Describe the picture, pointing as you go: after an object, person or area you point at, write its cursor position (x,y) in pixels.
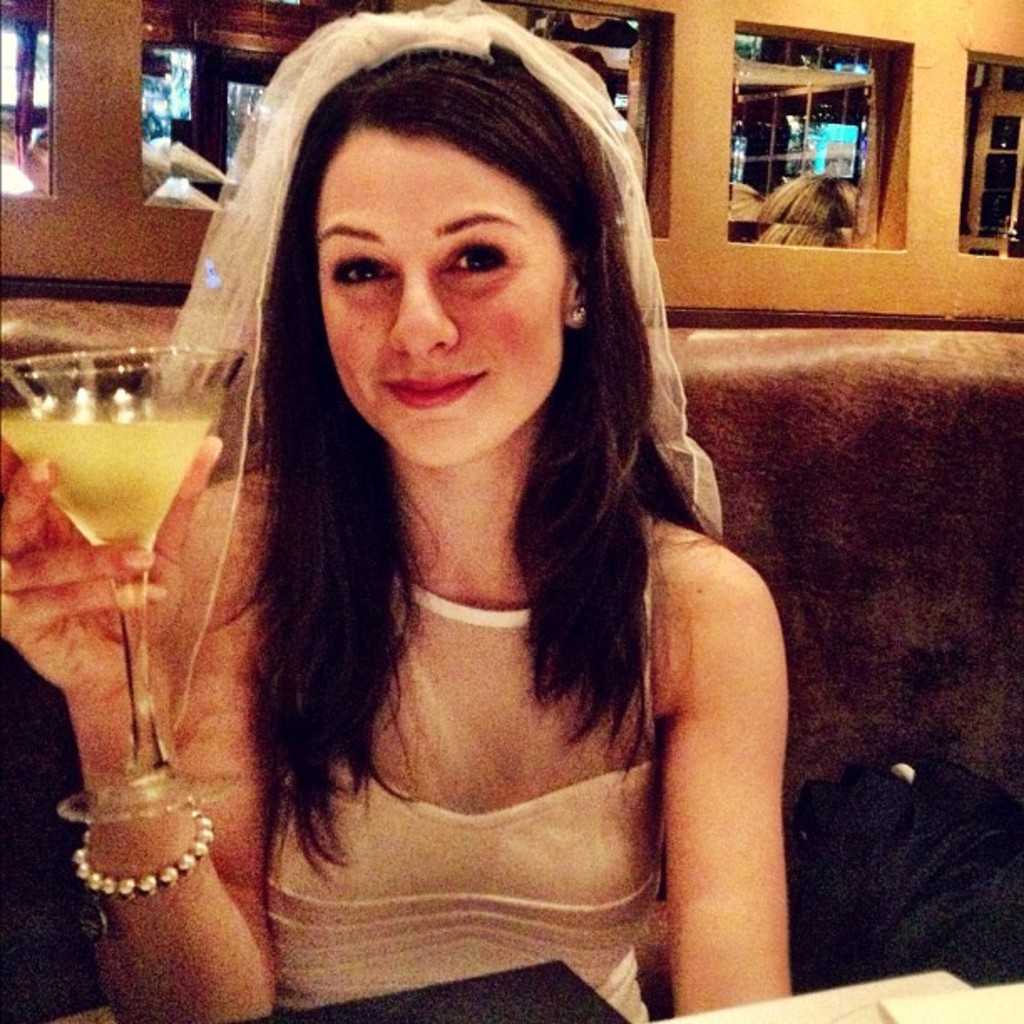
In this image we can see a lady (391,697) sitting and holding a glass (158,739). On the right side of the image (957,889) we can see a bag (940,886). In the background (3,50) there are mirrors (16,46).
